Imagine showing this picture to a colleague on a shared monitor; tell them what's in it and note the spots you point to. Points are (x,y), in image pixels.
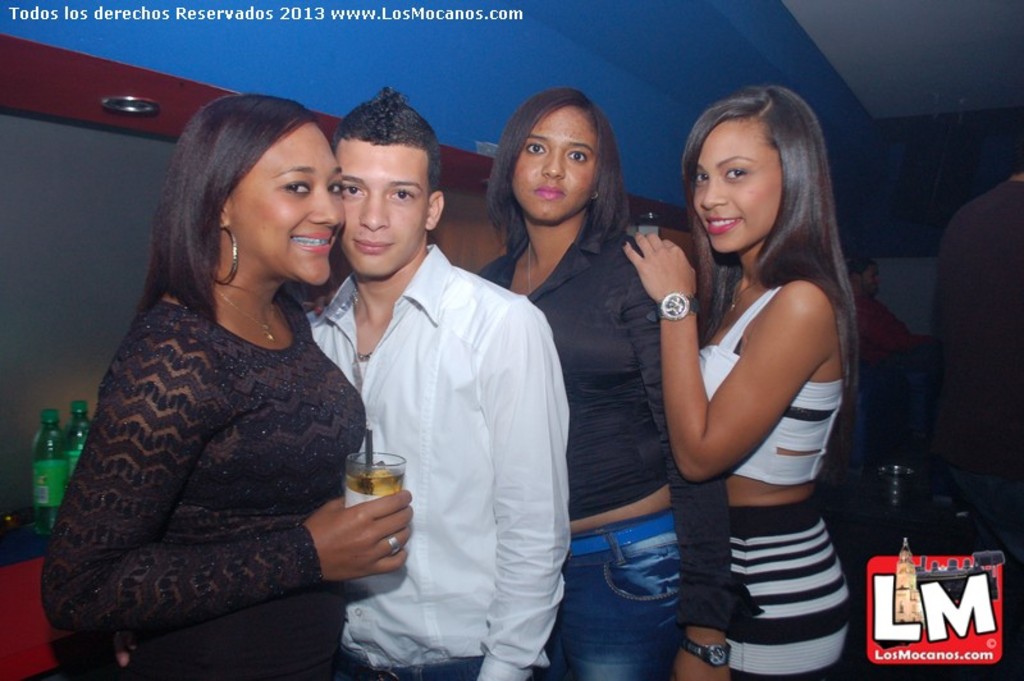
In this picture I can see four persons (505,257) standing, a person (356,560) holding a glass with a straw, and there are lights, people (861,303) standing, there are bottles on the cabinet (36,534), and there are watermarks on the image.
